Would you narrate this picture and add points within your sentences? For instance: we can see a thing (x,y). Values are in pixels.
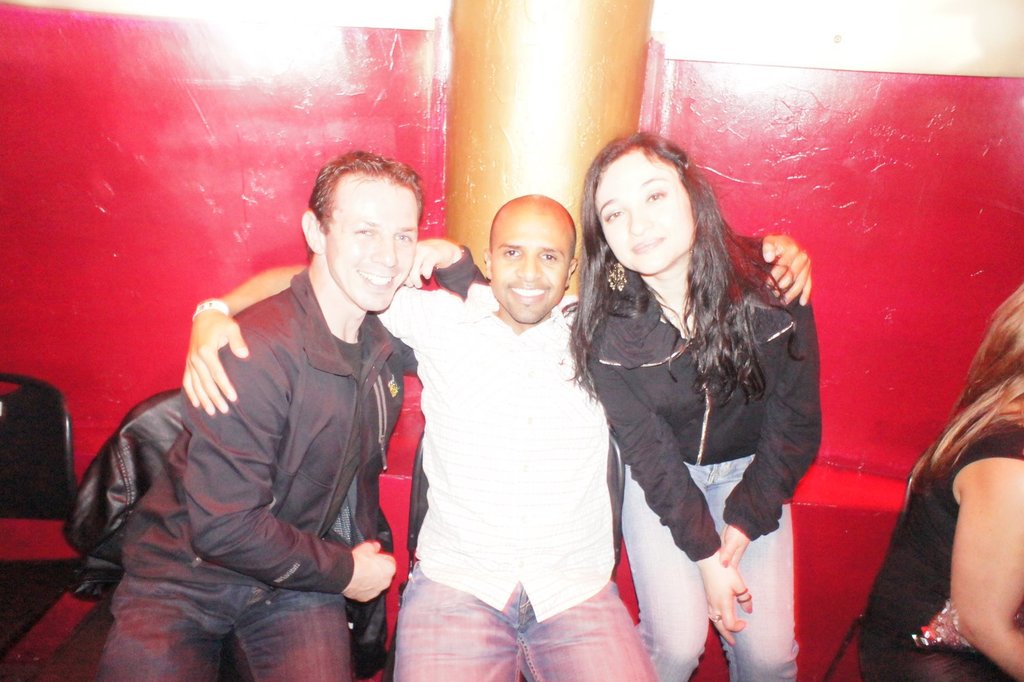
In this image there are two men (379,415) sitting on chairs (616,455) and a woman (645,445) bending and giving a pose to a photograph, beside the woman (762,427), there is another woman (981,557) she is sitting on chair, in the background (865,166) there is a pillar (541,84) and red color wall (968,89).
